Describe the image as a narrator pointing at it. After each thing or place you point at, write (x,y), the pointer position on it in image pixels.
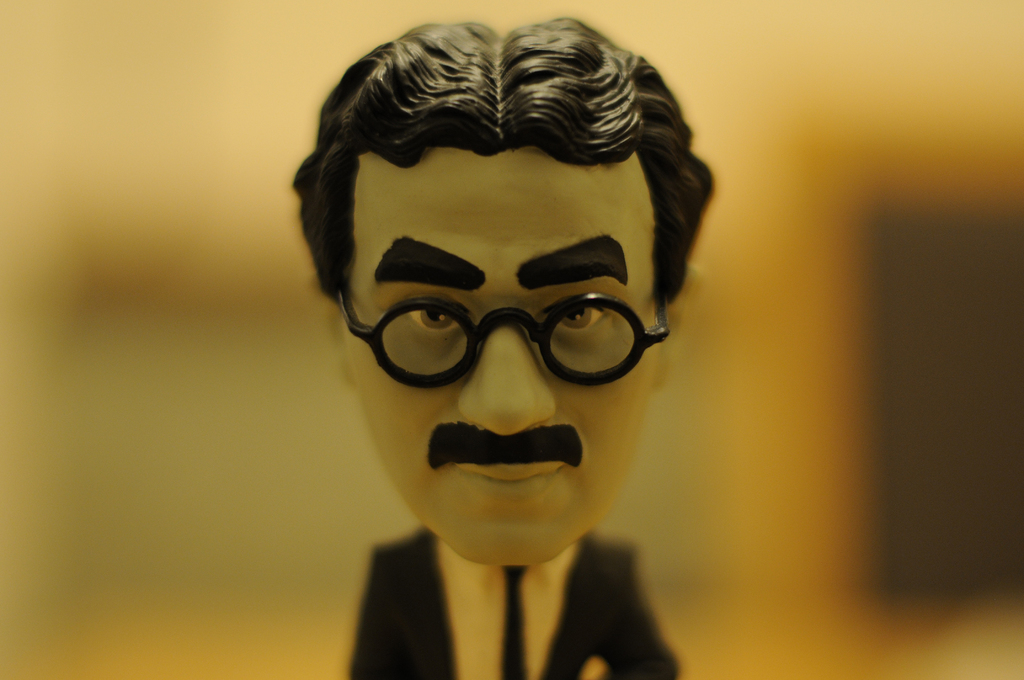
In the picture we can see a doll of a man (451,530) with optical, mustache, black blazer (381,598), tie (507,646) and white shirt (476,571) and behind the doll (516,655) it is not clearly visible.
